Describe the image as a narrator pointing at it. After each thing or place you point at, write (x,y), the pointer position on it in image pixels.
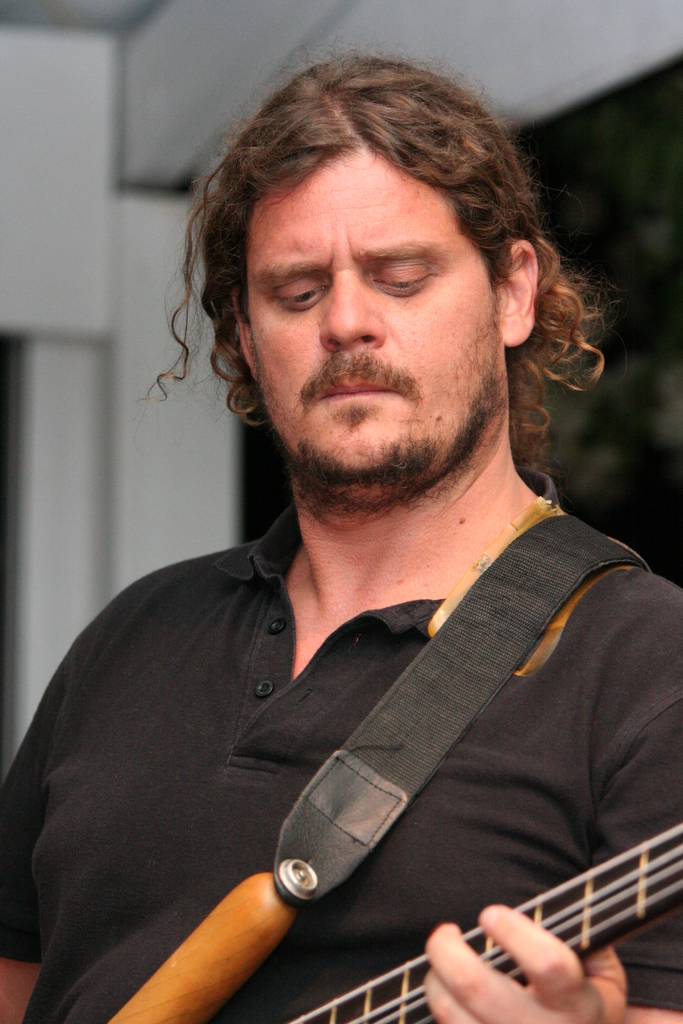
In the picture there is man (496,704) holding a musical instrument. He is wearing a black T-shirt (296,763) and has a long hair (235,383). In the background (192,309) there is wall (207,321).
